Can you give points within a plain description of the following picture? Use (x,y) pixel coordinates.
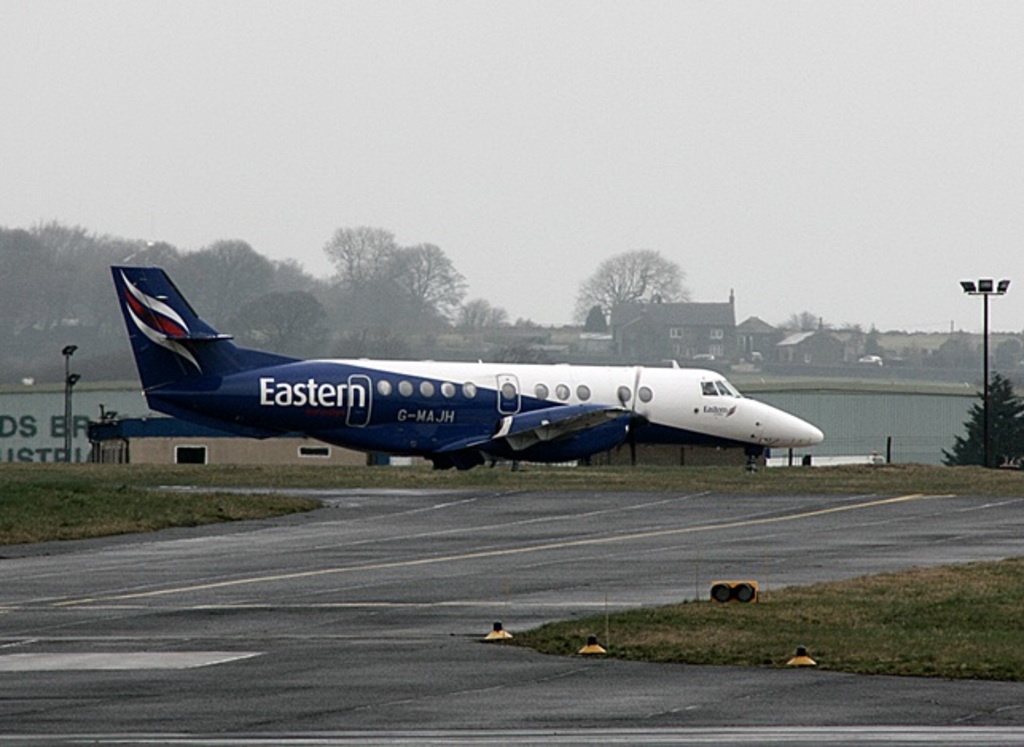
In this image, we can see an aeroplane (588,440), few houses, trees (1009,428), poles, roads (522,498). Background (821,77) there is a sky (570,151).
